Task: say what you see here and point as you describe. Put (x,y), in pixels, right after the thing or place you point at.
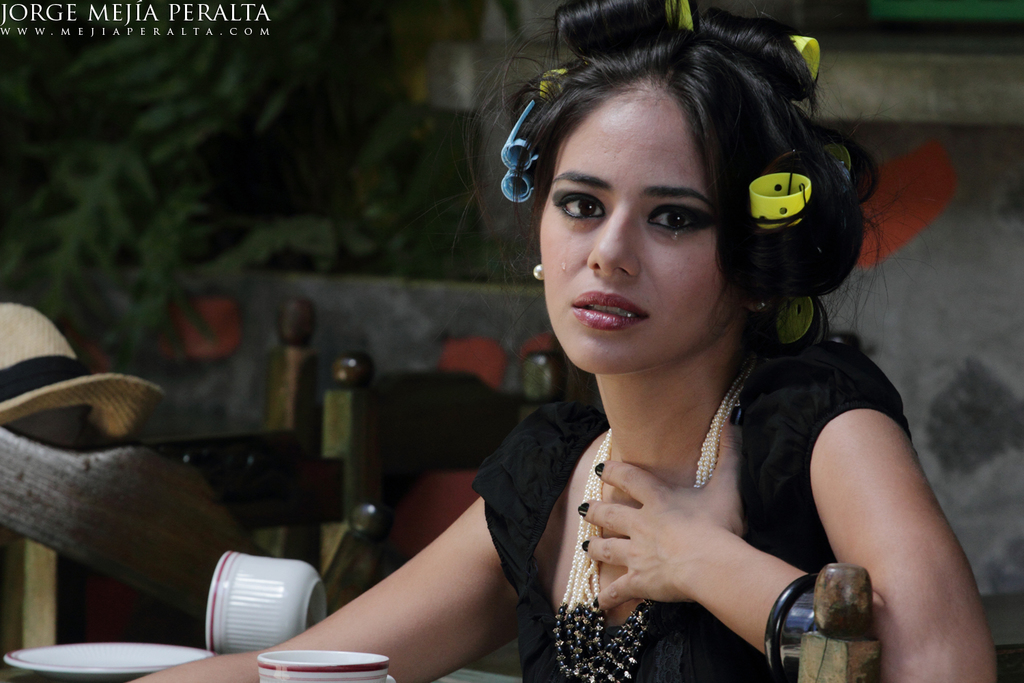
In this image I see a woman (699,303) over here who is wearing black dress (531,496) and I see the jewelry (593,627) around her neck (628,436) and I see the tears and I see a hat (45,345) over here and I see few more things (20,439) and I see the watermark (72,12) over here.
